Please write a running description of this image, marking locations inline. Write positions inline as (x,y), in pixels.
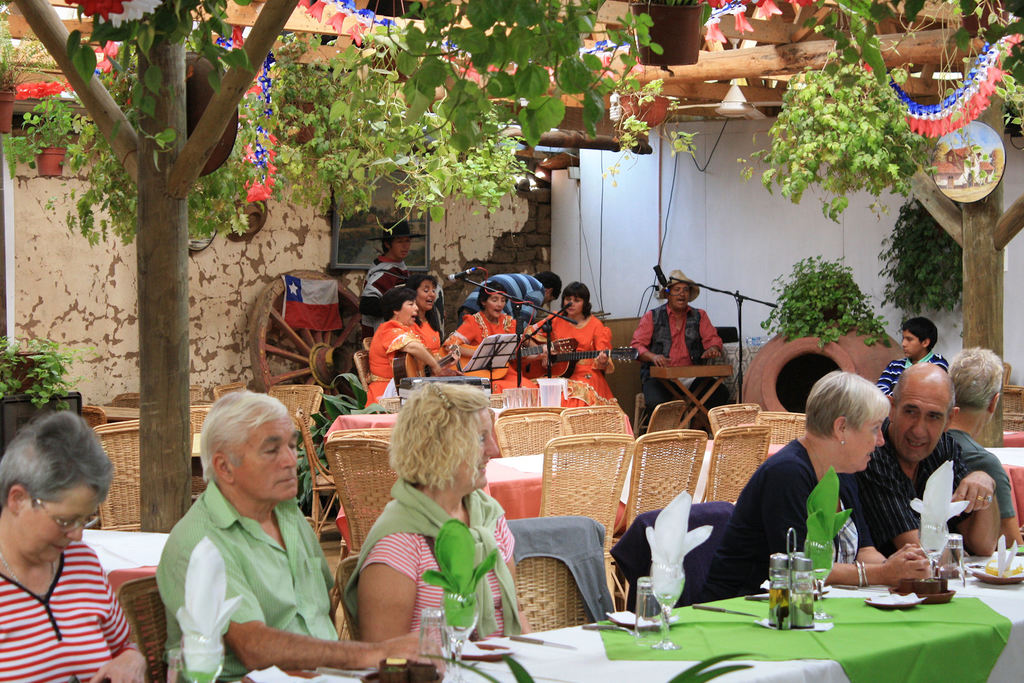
There are group of women (433,334) sitting and singing a song using the instruments (559,354). This is a table (629,669) covered with white and green cloth (774,644). I can see tumblers (457,633), napkins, plates (476,652) and some other objects (812,626) placed on it. These are the empty wooden chairs (637,477). I can see another group of people (871,466) sitting on the chairs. This is a tree (435,83) with some decorative things (972,95). I can see a very big pot (870,358), and I can see a wheel (322,354) at the background (278,371).
